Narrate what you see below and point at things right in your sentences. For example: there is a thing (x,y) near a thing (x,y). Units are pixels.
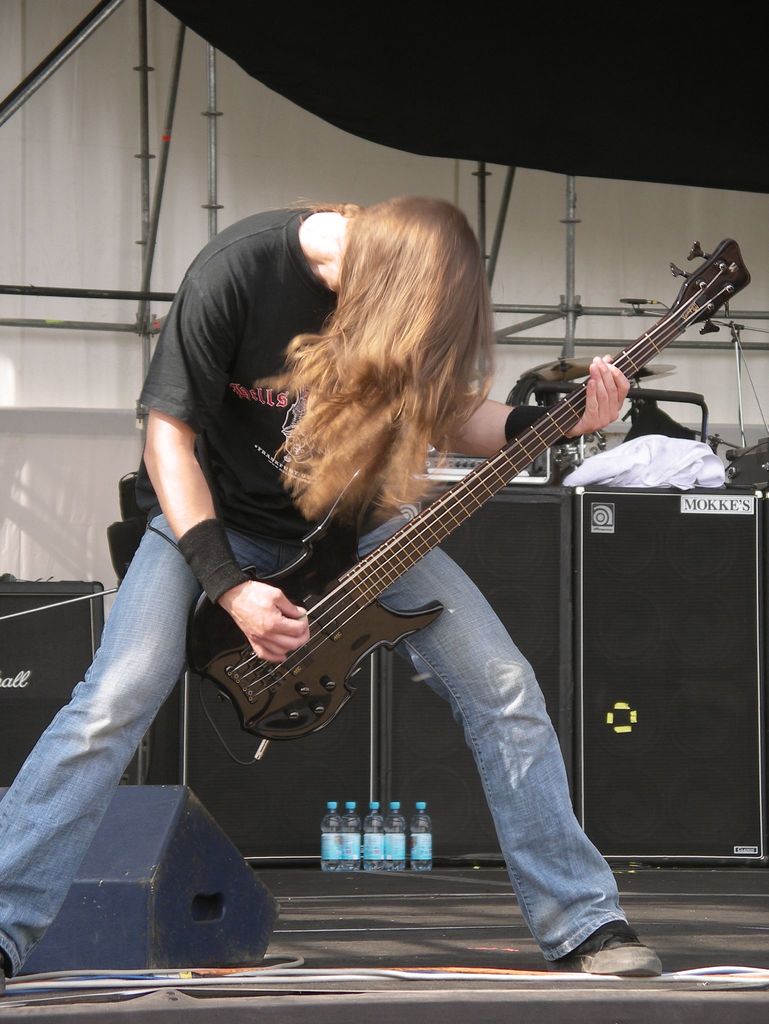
In this image we can see a person (363,544) playing guitar (420,539), behind we can see few speakers (293,780), bottles (415,818), stands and the wall (198,191), also we can see some objects (160,872) on the floor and other objects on the speakers (671,541).
